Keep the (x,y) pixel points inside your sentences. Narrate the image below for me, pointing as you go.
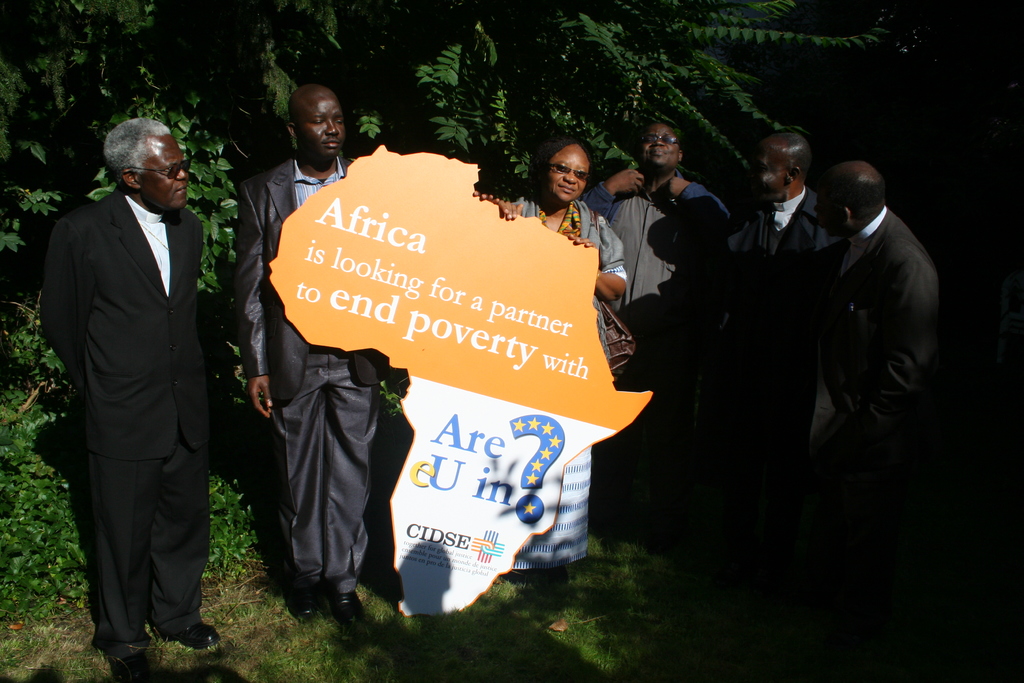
In this image we can see the people (862,253). We can also see a cutout (440,301) with the text (520,343). In the background (246,177) we can see the trees (510,158) and at the bottom (456,640) there is grass (555,633).
